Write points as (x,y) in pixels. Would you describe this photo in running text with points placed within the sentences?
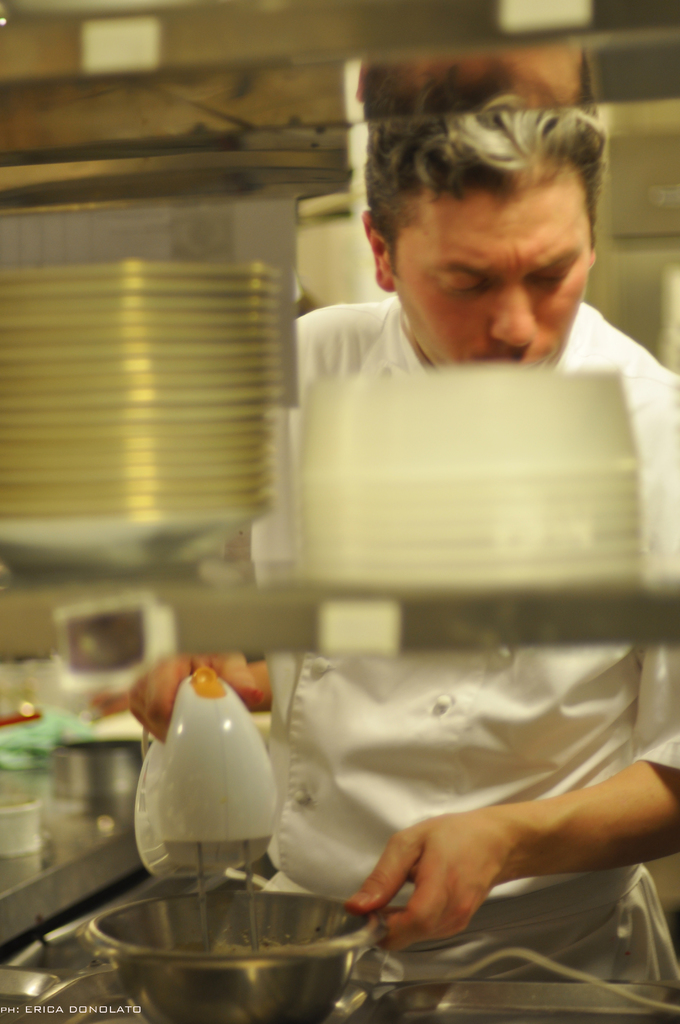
In this picture we can see a man (669,459) standing and he is holding a cake blender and a bowl (308,959). We can see plates (392,515) in the rack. We can see few objects (92,726). In the bottom left corner of the picture (18,1010) we can see watermark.
